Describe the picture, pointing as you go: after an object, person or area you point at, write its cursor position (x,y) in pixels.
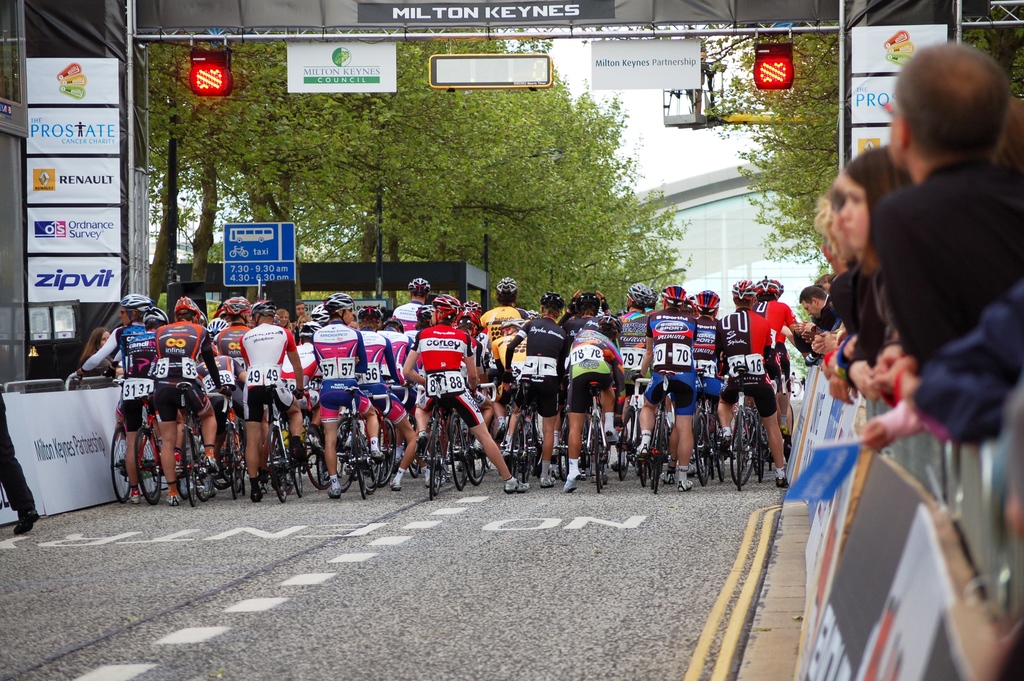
In the foreground (806,571) I can see a crowd (897,427) is standing on the road (734,613), fence (853,561) and a group of people (730,389) are riding bicycles (280,435) on the road (480,511). In the background (308,225) I can see trees (179,222), boards (283,261), arch (83,26), light poles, buildings (725,247) and the sky (576,83). This image is taken may be during a day.
